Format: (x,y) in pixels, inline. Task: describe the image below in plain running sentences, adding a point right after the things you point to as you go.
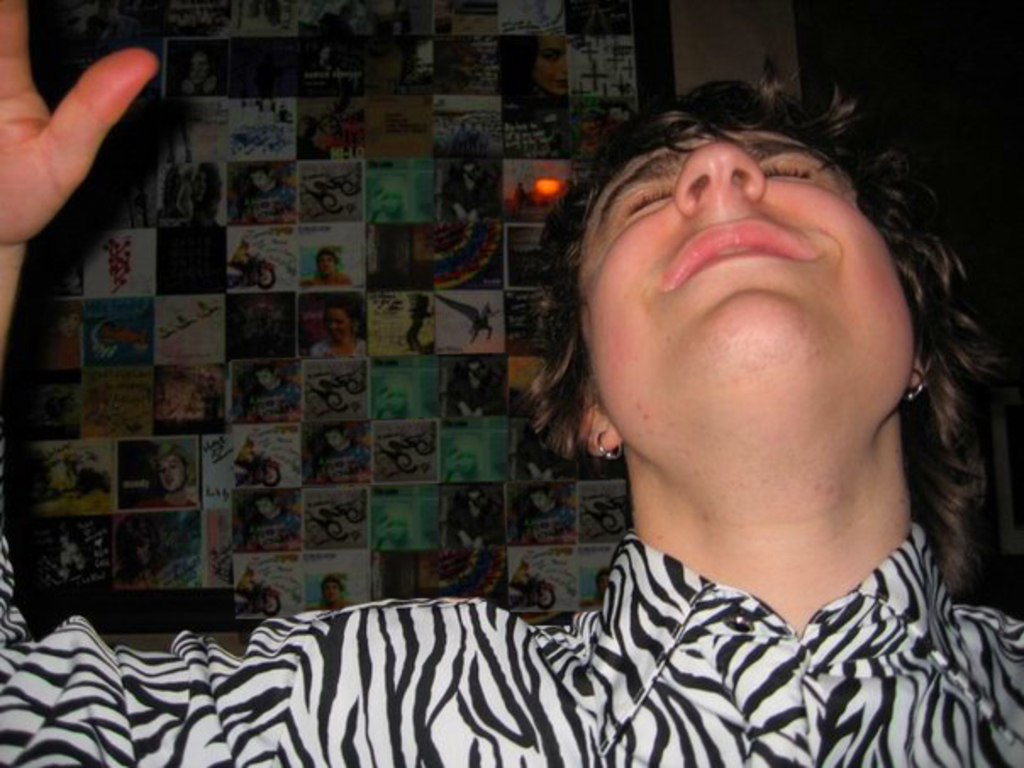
In this picture there is a lady (955,334) on the right side of the image (864,314) and there is a poster (239,286) in the background area of the image (284,287), it seems to be she is crying.
